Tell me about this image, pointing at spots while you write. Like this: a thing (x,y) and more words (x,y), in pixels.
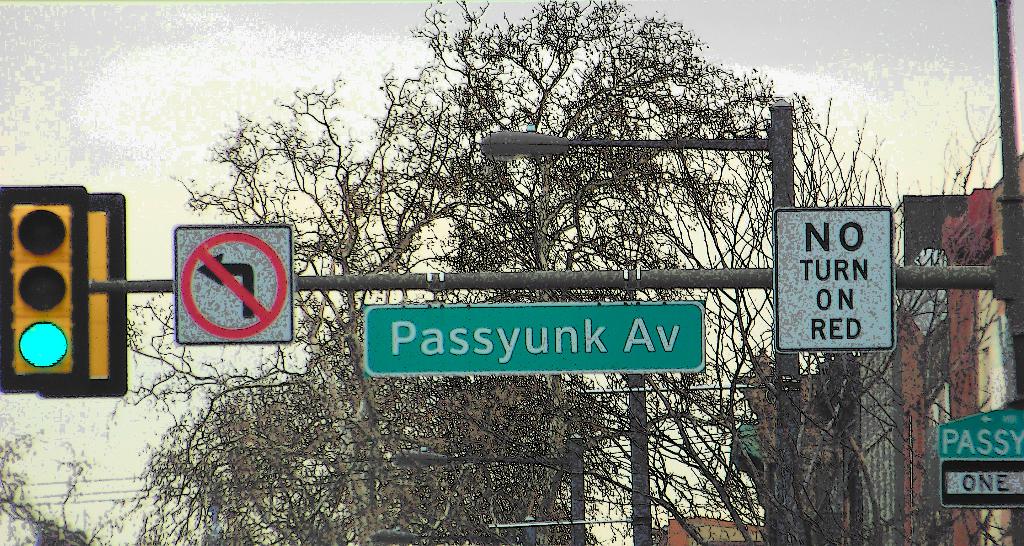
This is an outside view. On the right side (695,143) there are few light poles (745,148) and also there are few boards (386,353) attached to the poles (522,284). On the left side (68,298), I can see the traffic signal board (79,282). In the background (262,467) there are many trees (475,427) and buildings (817,397). At the top of the image (214,78) I can see the sky (127,91).
